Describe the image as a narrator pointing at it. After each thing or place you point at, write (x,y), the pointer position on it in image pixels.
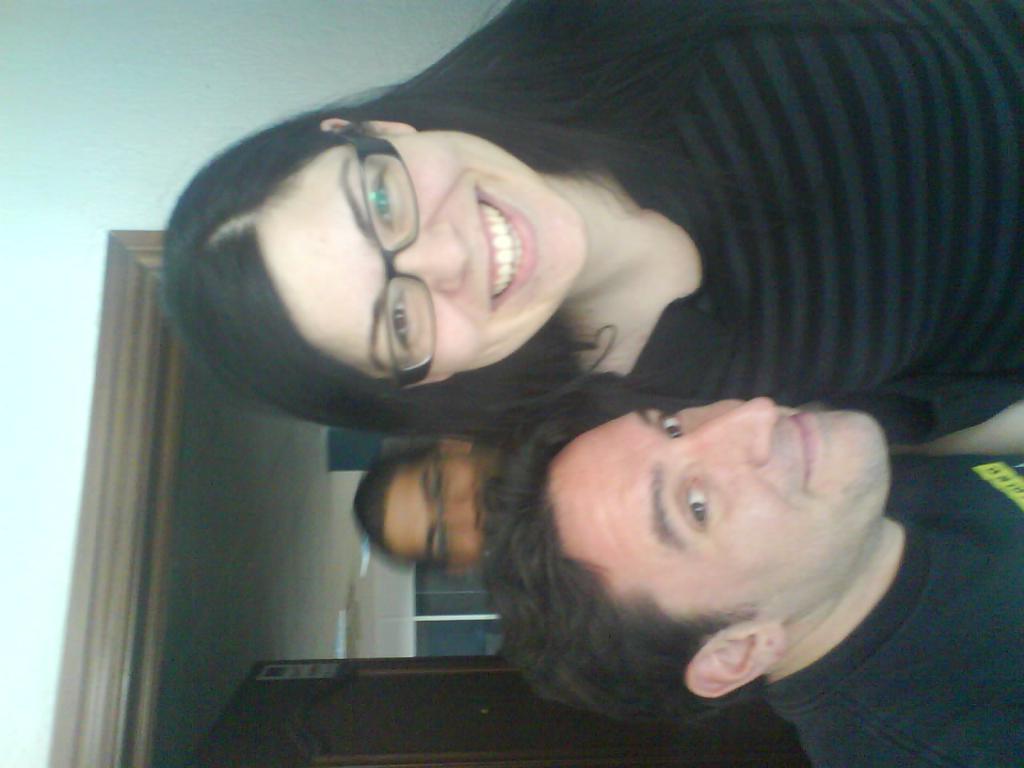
In this image in the front (706,434) there are persons (696,438) smiling. In the background (500,684) there is a door (468,660) and there is a wall (372,598).
